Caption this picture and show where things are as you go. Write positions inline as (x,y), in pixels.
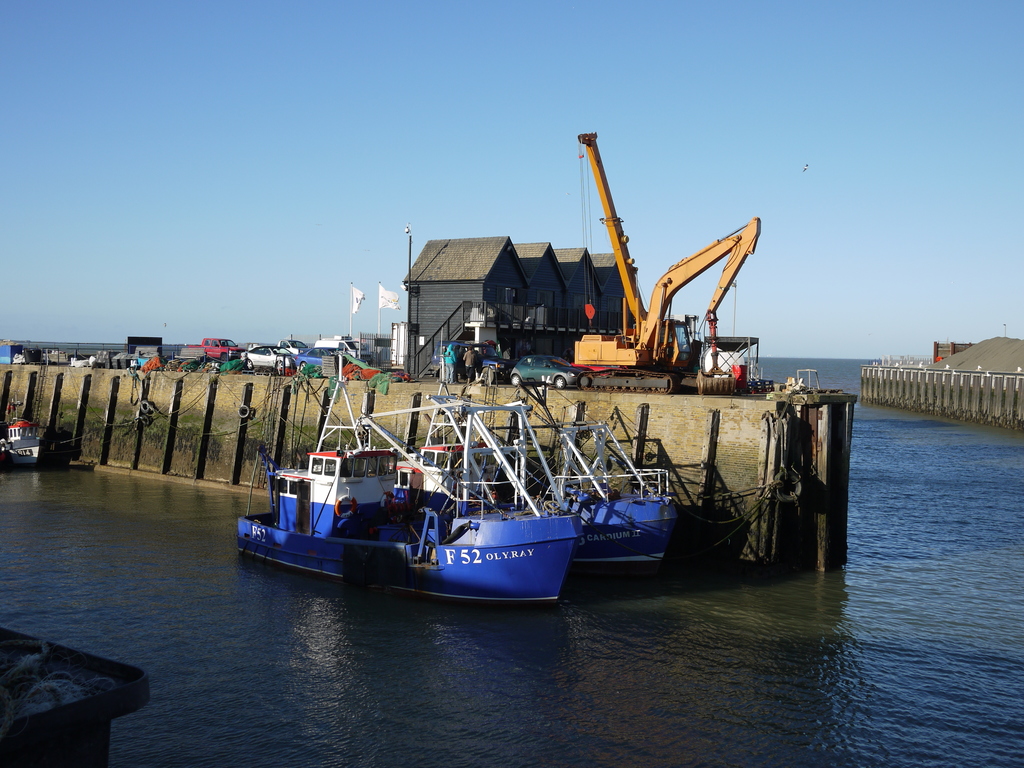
In this image in the front (300,472) there are boats (462,524) on the water (874,742). In the background (591,374) there are cars (572,370) and there are persons (449,364) standing, there are flags (396,303) and there is a house (527,298) and there is a crane (628,263).
